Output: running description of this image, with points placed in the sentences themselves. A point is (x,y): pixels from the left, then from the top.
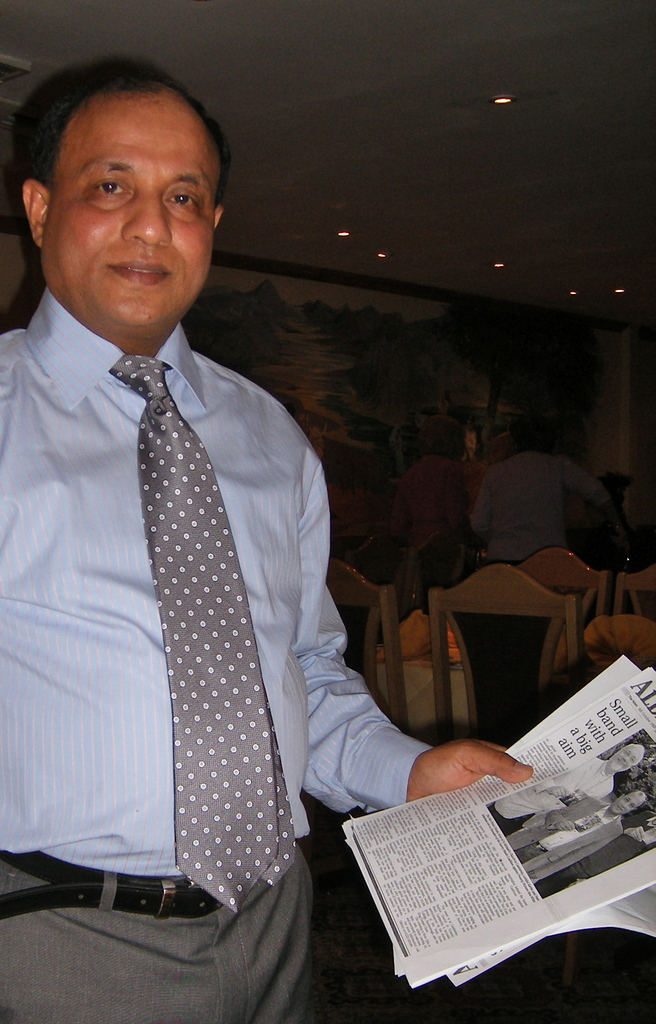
In this picture, we can see a few people (418,529), and among them a person (235,810) is holding some newspapers (562,861) with text (563,760) and images (582,773) on it, we can see chairs (553,611), wall (414,379), and the roof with lights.
